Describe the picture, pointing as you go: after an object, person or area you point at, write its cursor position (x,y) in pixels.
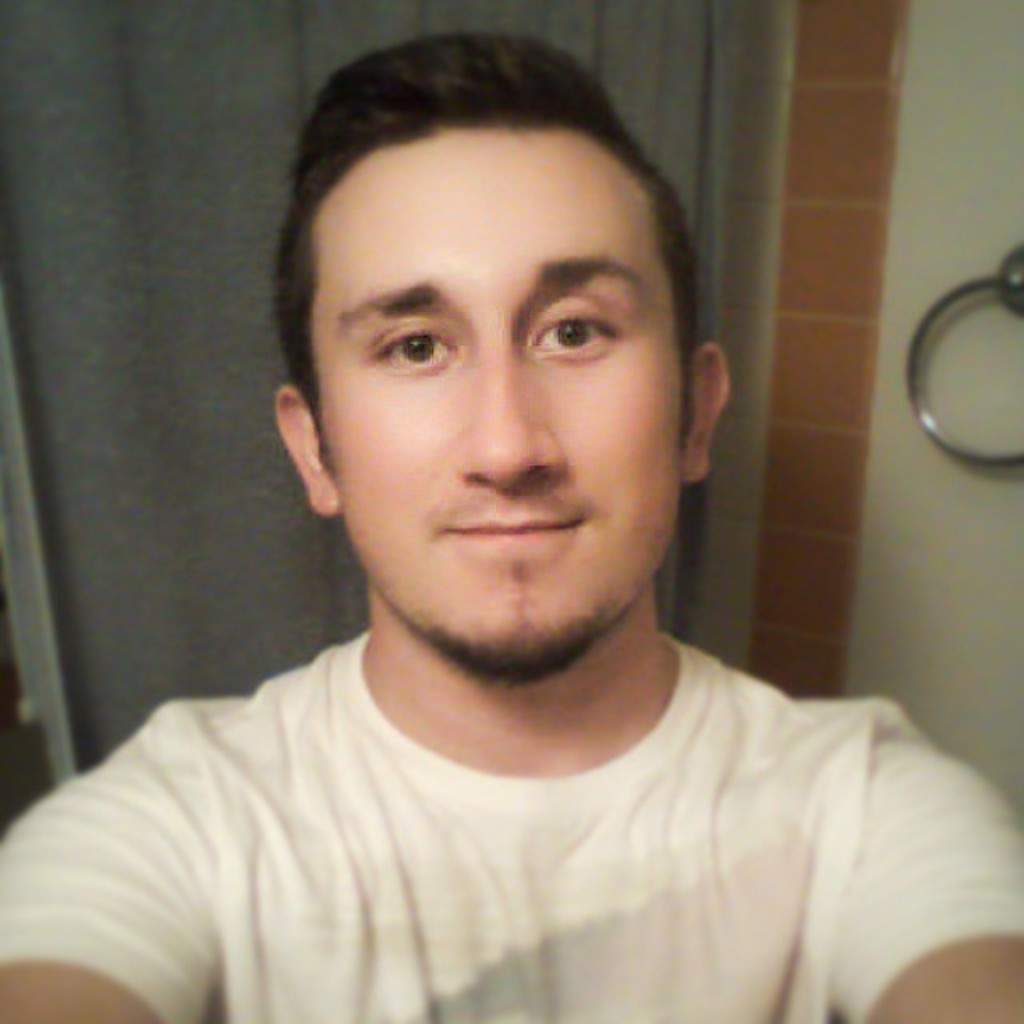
In this image, I can see the man (591,746) smiling. He wore a white T-shirt (567,950). This looks like a hanger (959,287), which is attached to the wall (921,493). I think this is the curtain (232,214) hanging.
